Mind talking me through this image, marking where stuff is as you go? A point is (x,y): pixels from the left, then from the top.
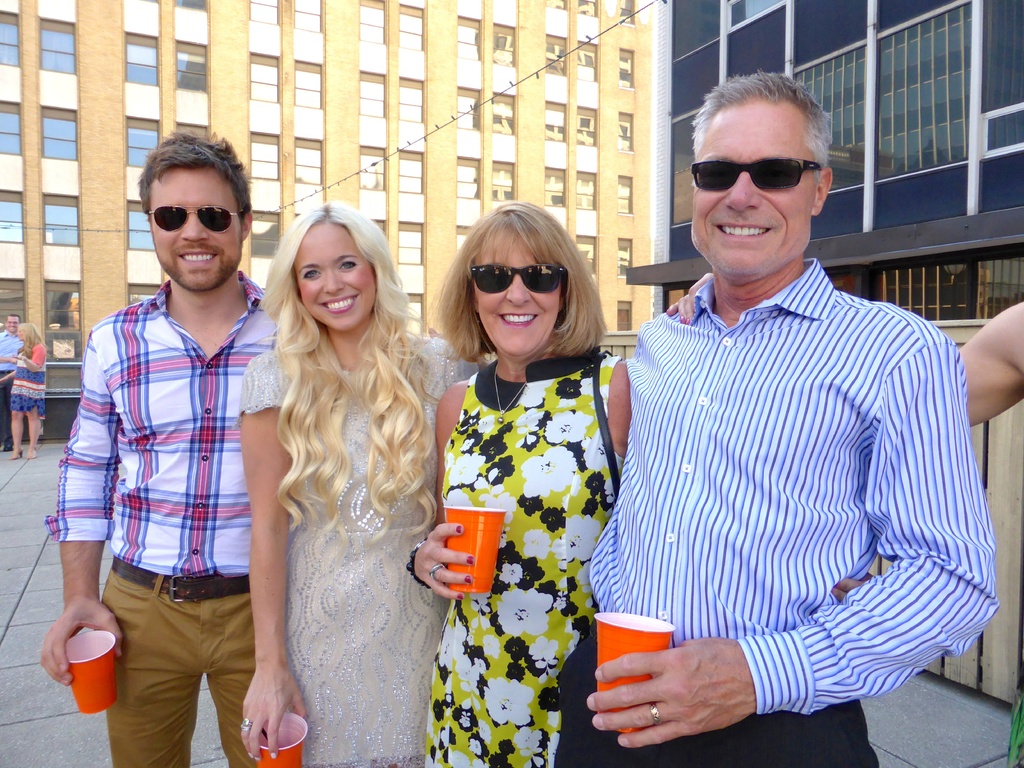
In this picture we can see two men (771,428) and women (411,529) three of them wearing black sunglasses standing in the front (485,545), holding orange glass (480,545) in the hand (435,541), smiling and giving a pose to the camera. Behind there is a yellow building (453,90) with glass windows (590,60).
